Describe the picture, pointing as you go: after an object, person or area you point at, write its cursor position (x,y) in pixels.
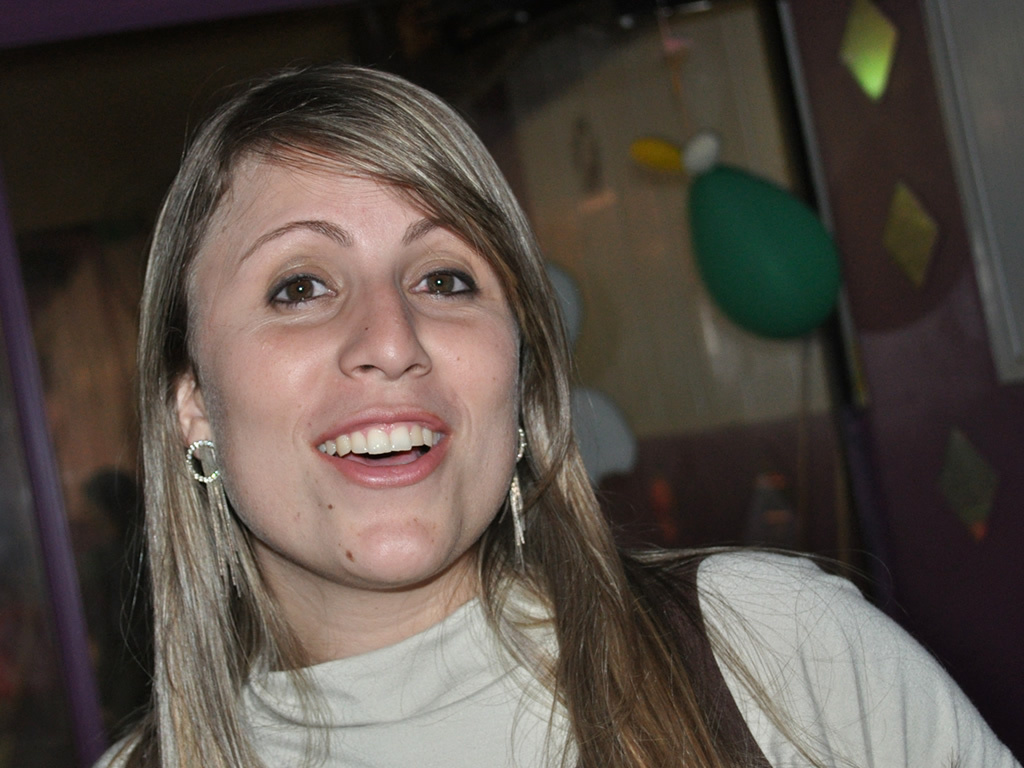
In this picture we can see a woman (364,733) wearing earrings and smiling. We can see a pole (50,539) and colorful objects (552,280) in the background (817,216).
